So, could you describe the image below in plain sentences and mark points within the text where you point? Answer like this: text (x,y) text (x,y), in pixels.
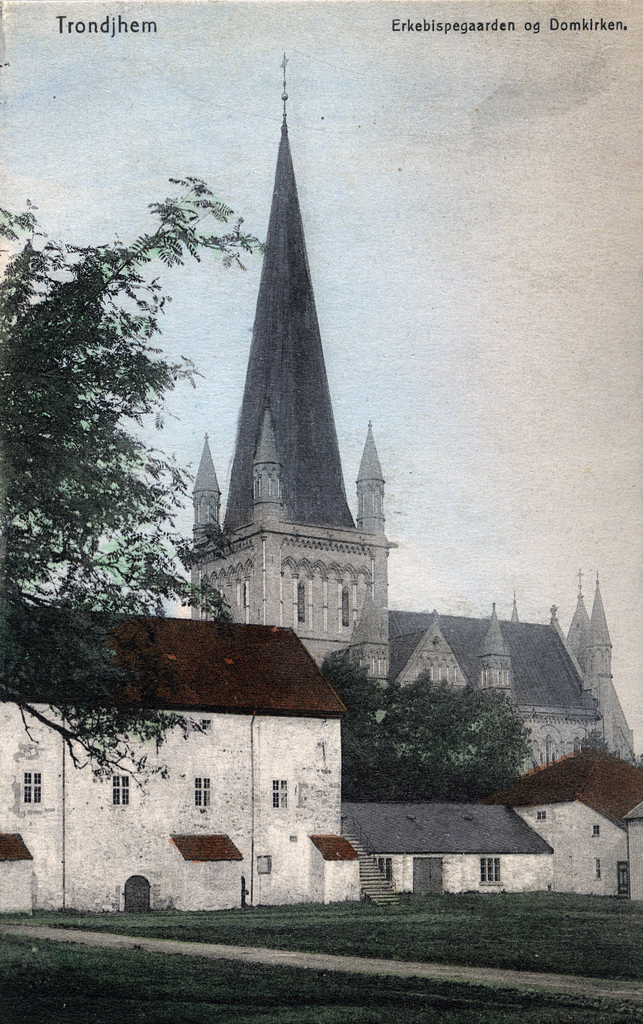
In this image we can see a picture. in the picture there are buildings (348,813), stairs (375,896), trees (375,711), ground (506,937) and sky (404,299).
